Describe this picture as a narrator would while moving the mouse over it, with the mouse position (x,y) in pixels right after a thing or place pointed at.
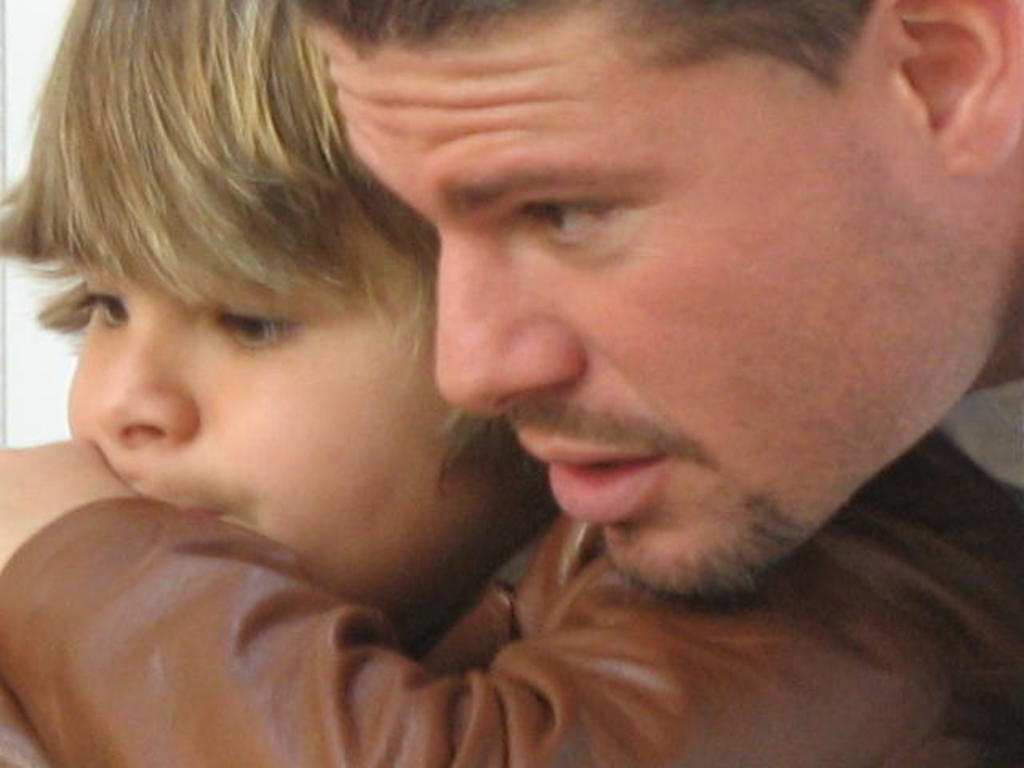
In this image there is a man (568,204) and there is a kid (154,378).
